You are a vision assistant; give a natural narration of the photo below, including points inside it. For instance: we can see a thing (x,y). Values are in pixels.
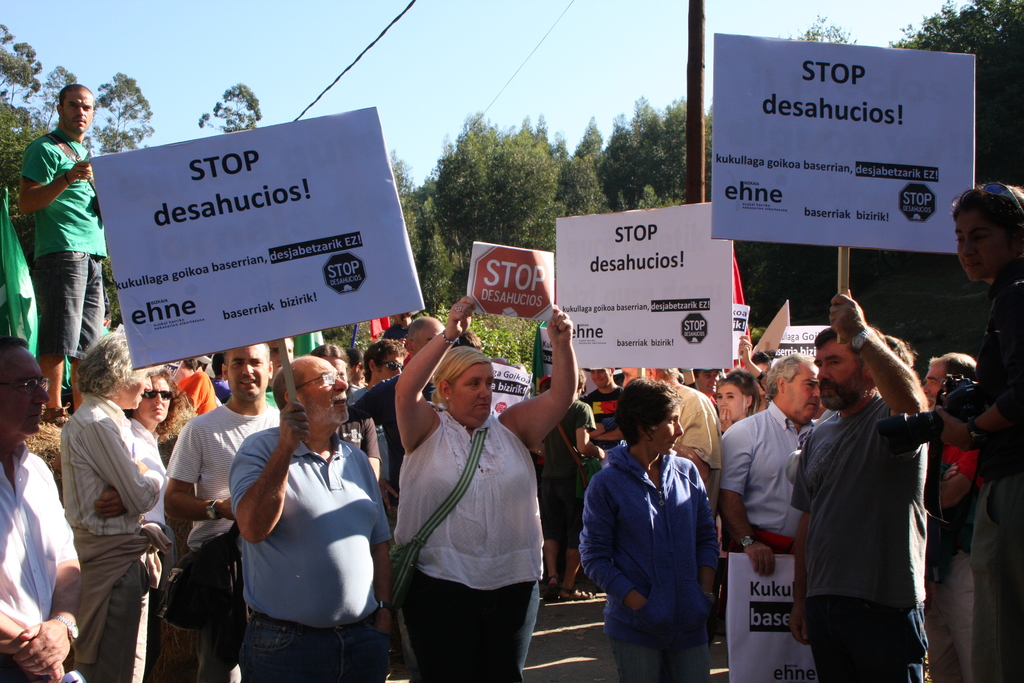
In this image we can see few people (319,430) standing on the road (588,610) and holding placards (812,222) and in the background (527,188) there are few trees (709,184), a pole (693,63) with wires (380,42) and the sky (457,62).
